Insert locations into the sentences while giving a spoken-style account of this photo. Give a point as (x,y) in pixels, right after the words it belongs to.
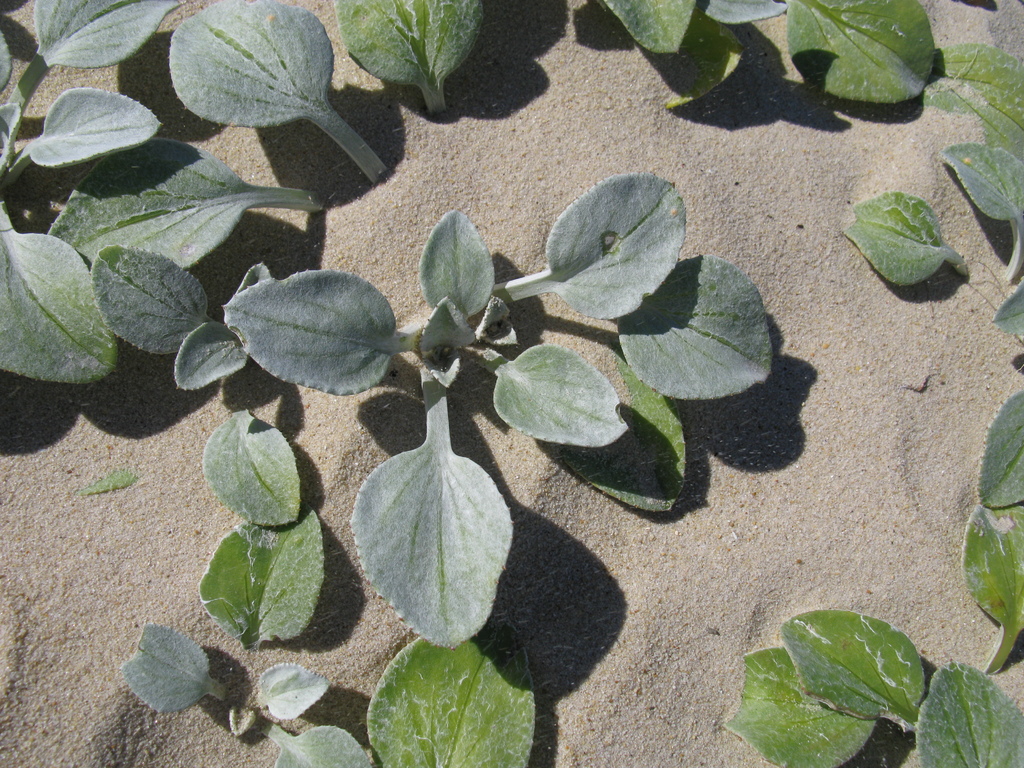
In this image we can see plants (550,366) in the sand (325,259).
